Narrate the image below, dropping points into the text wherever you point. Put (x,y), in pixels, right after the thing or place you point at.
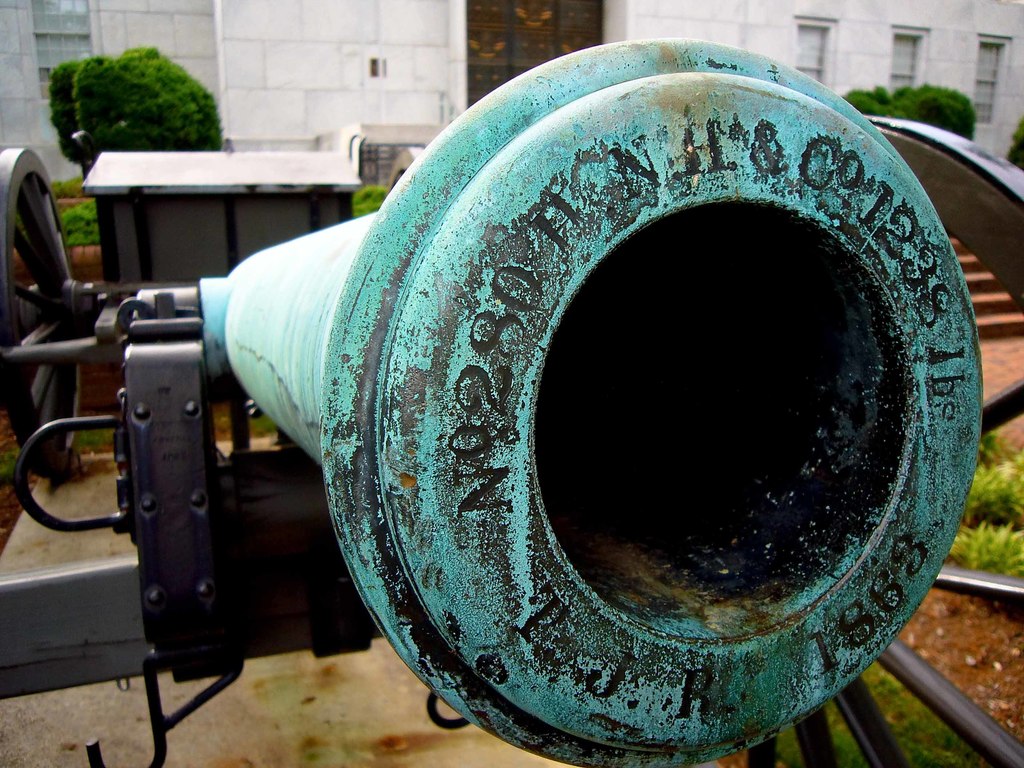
In this picture there is a close view of the green color cannon (525,376) in the front (327,388). Behind there is a white color building wall (270,68) and some green plants (84,119).
